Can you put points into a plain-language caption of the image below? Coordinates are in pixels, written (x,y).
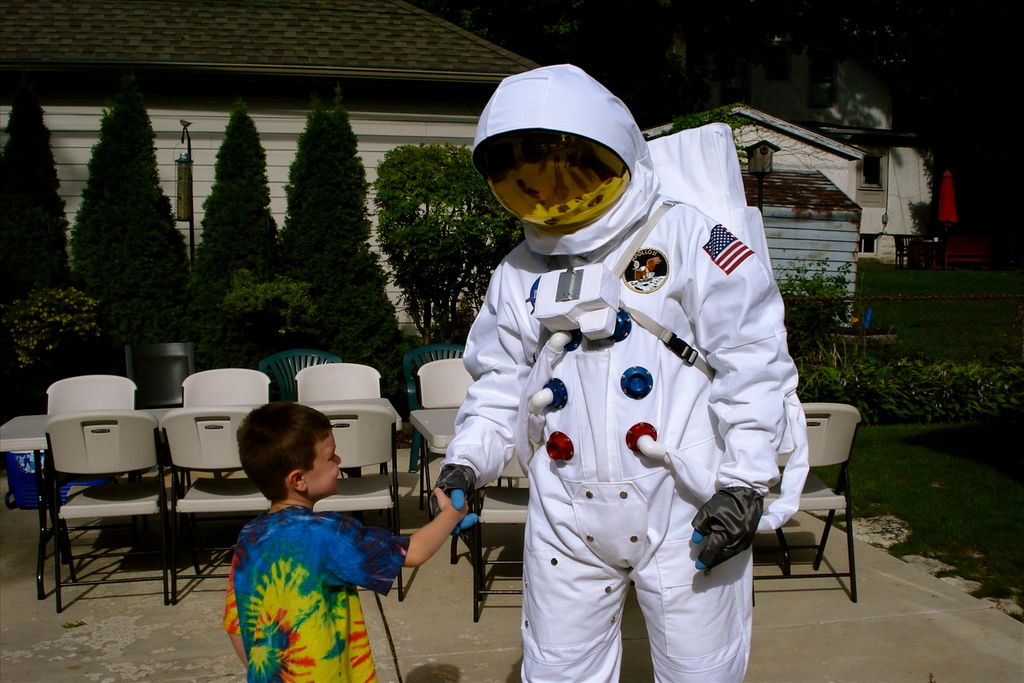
In this picture we can see person (717,303) wore space costume (584,344) with gloves (751,508) to his hand (468,469) and giving shake hand (449,470) to the boy (319,591) and in background (207,395) we can see table (368,403), chairs (373,381), trees (231,268), house (277,106), grass (883,426).
